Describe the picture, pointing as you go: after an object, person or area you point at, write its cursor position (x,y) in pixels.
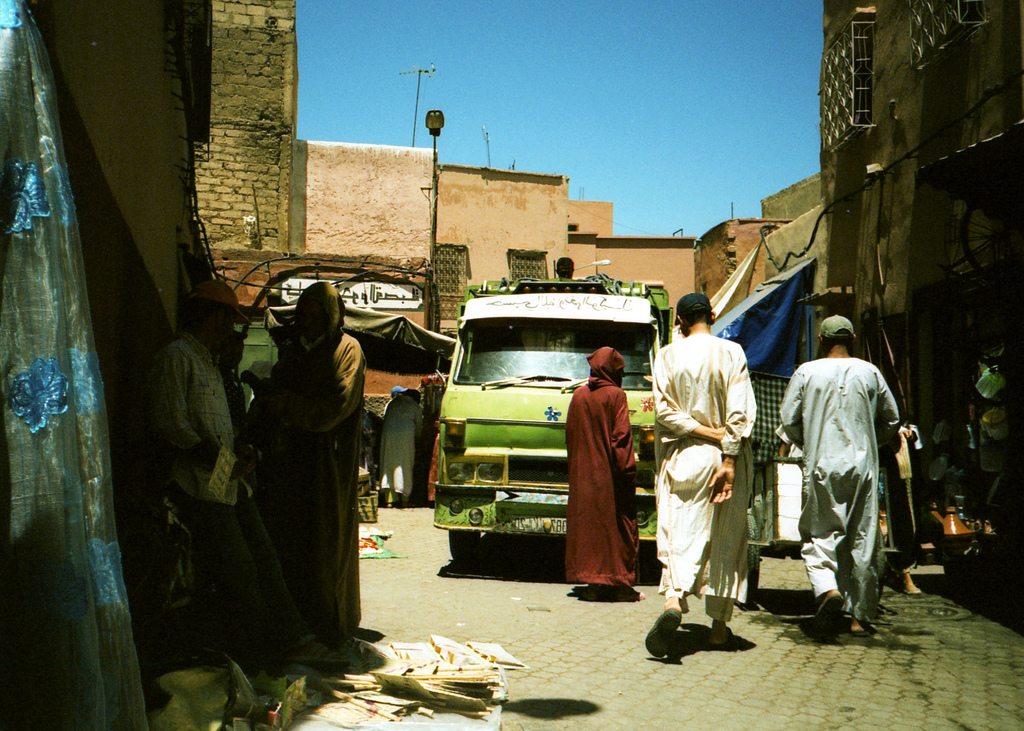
On the left side (338,407), there are two persons (322,362), standing. Beside them, there is a shelter (404,339) and there are other objects (366,695) on the road (613,684). On the right side (711,503), there are persons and vehicles (535,411) on the road (926,662). In the background (579,210), there are buildings (213,111), there is a light (434,128) attached to the pole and there is blue sky (529,5).
